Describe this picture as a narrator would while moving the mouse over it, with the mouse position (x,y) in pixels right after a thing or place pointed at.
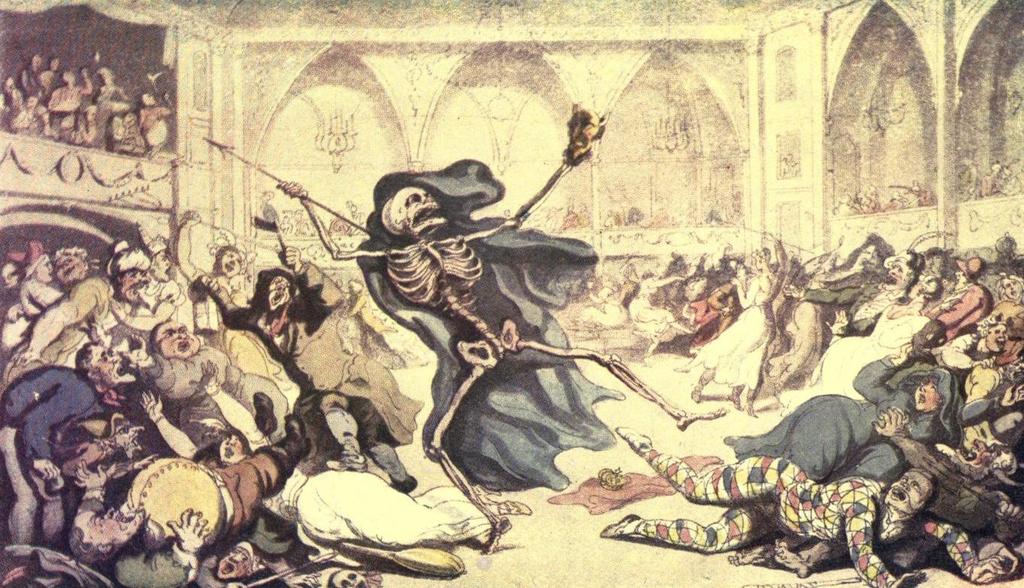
In this image there is a painting (492,239) of few persons (11,268). A skeleton (430,256) is covered with a cloth (502,305). Behind it there are few persons (979,468). Behind it there is a wall (283,176). Few persons (51,121) are on the balcony (82,168).
